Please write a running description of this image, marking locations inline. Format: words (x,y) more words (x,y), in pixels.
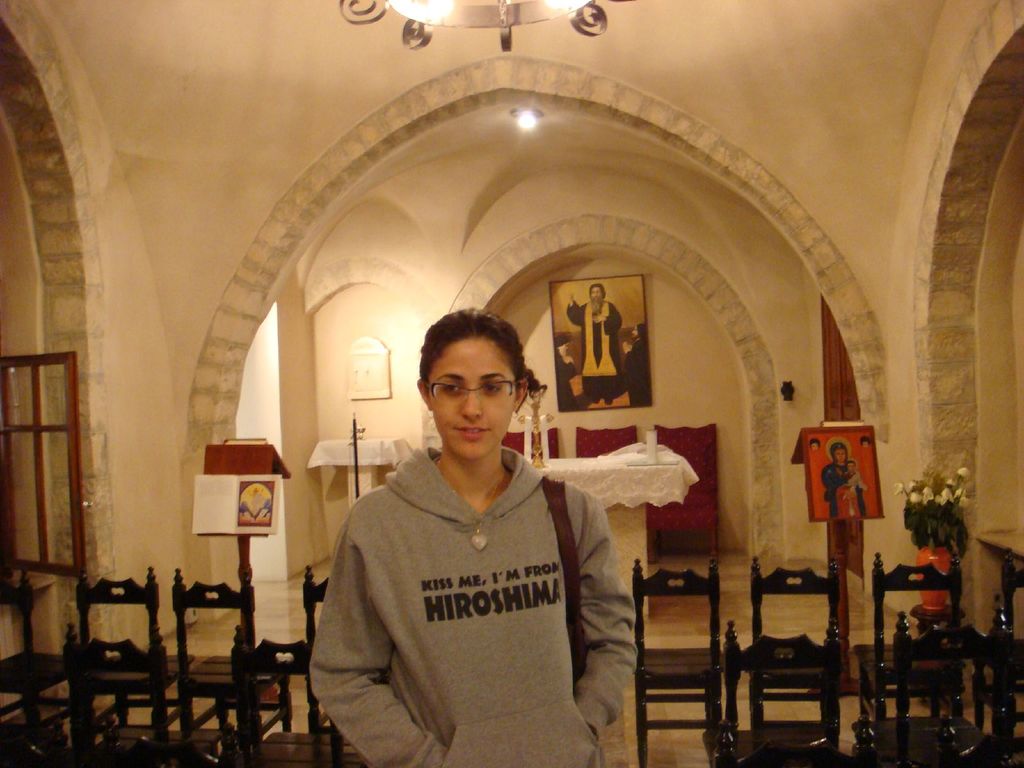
In front of the image there is a person (484,523) standing. There are chairs (786,654), boards (220,528), tables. On top of the tables (336,458) there are some objects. On the right side of the image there is a flower pot (936,567) on the table (942,623). In the background of the image (633,405) there are photo frames (620,369) on the wall (711,316). On the left side of the image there is a window (11,501). At the bottom of the image (672,735) there is a floor (655,741). On top of the image (515,10) there is a chandelier (543,6) and a light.
